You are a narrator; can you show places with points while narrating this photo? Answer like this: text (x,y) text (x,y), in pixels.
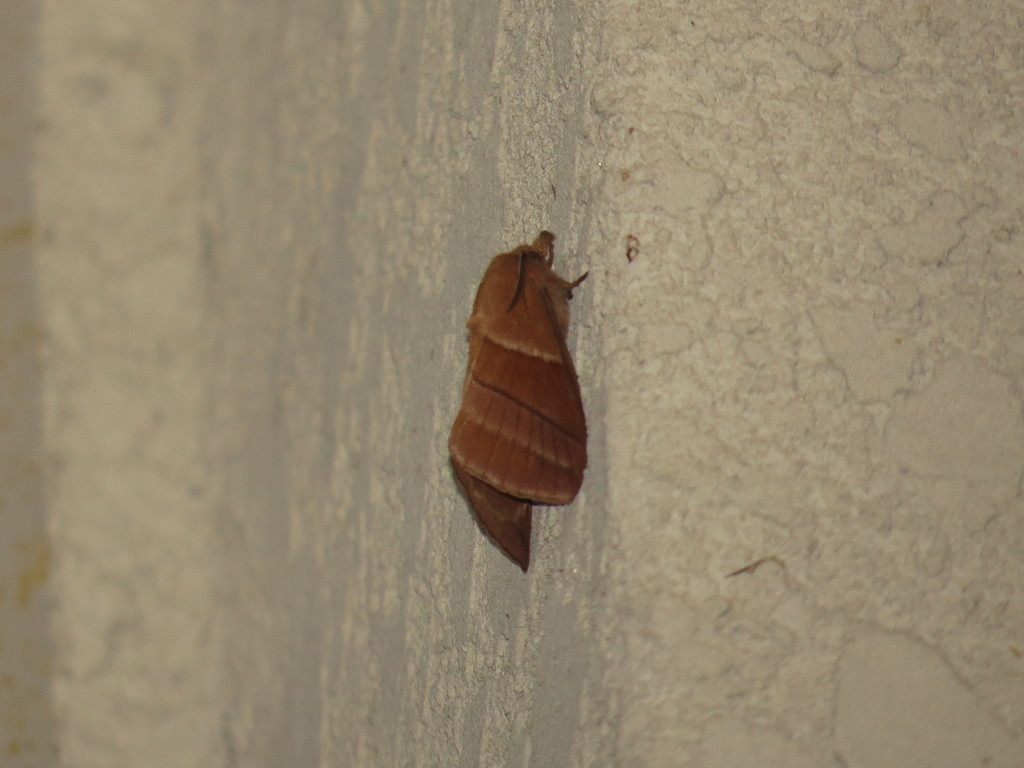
There is a brown moth (510,367) on the wall (345,153).
